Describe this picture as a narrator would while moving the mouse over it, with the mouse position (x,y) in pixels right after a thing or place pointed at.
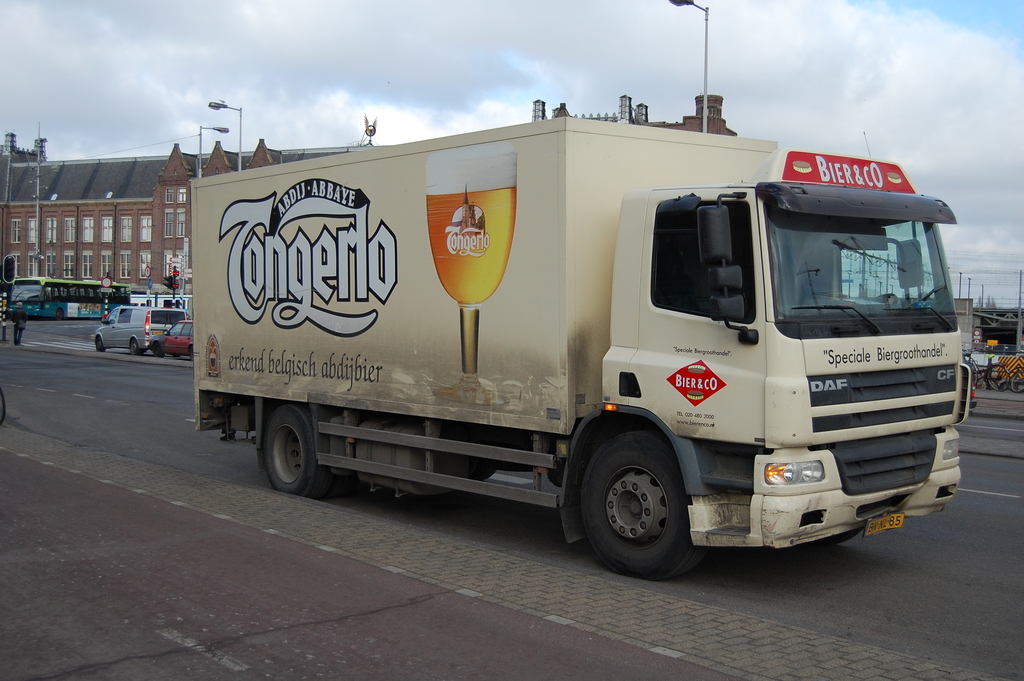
There is a truck (494,379) on the road (87,328) and there are few vehicles (143,322) behind it and there is a building (99,208) in the background (104,199).
